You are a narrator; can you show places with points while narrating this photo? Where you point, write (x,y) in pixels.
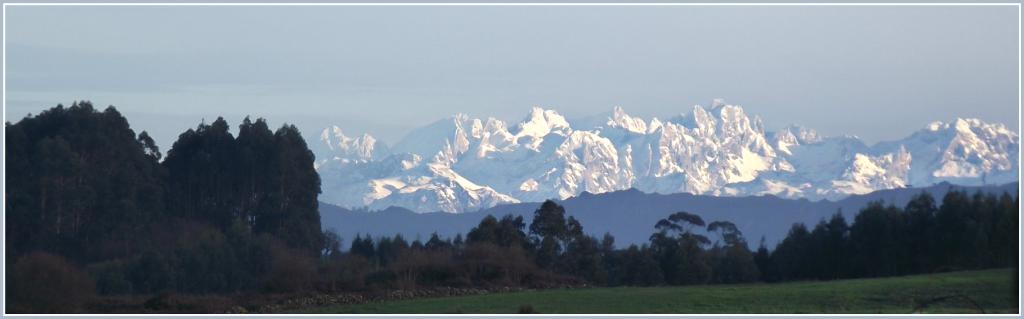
In this image there are few trees (881,216), stones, grass (833,301), mountains (815,169) in which some of them are covered with snow (738,117) and the sky (501,92).
